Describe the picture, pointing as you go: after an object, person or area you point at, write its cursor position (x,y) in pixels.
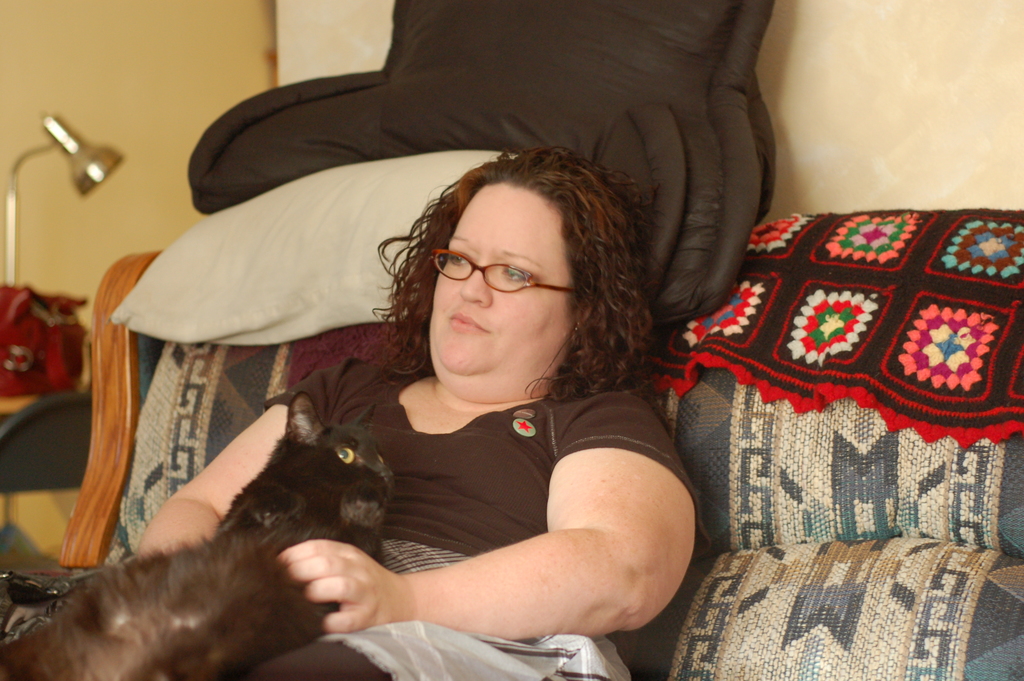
In this image there is a person (513,539) wearing brown dress (520,452) sitting on the couch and there is a cat (152,580) on her and at the background of the image (477,122) there is a black color blanket (510,84).
